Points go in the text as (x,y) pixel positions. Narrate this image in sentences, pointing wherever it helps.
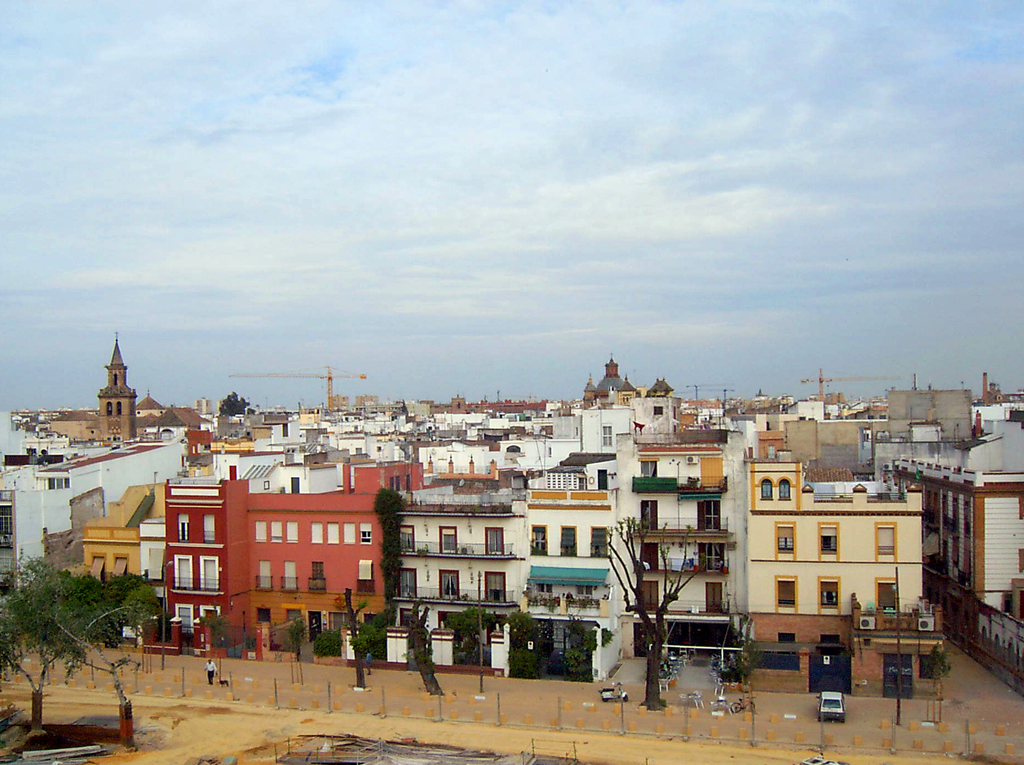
In this image, there are a few buildings (656,510) and vehicles (833,702). We can see some people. We can see some trees (121,605) and poles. We can see the ground (633,709) with some objects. We can see some cranes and the sky (609,320) with clouds (640,40).
